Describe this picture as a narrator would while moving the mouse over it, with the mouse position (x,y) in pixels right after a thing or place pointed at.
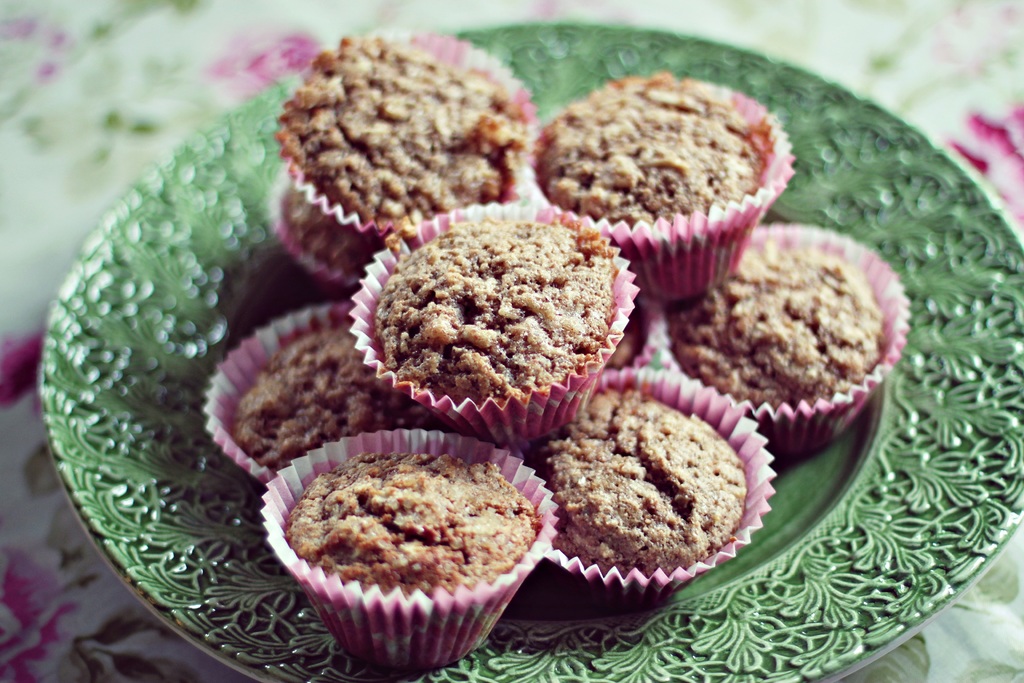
In this image we can see a group of cupcakes (729,455) placed on plate (883,166) kept on the surface (43,155).
